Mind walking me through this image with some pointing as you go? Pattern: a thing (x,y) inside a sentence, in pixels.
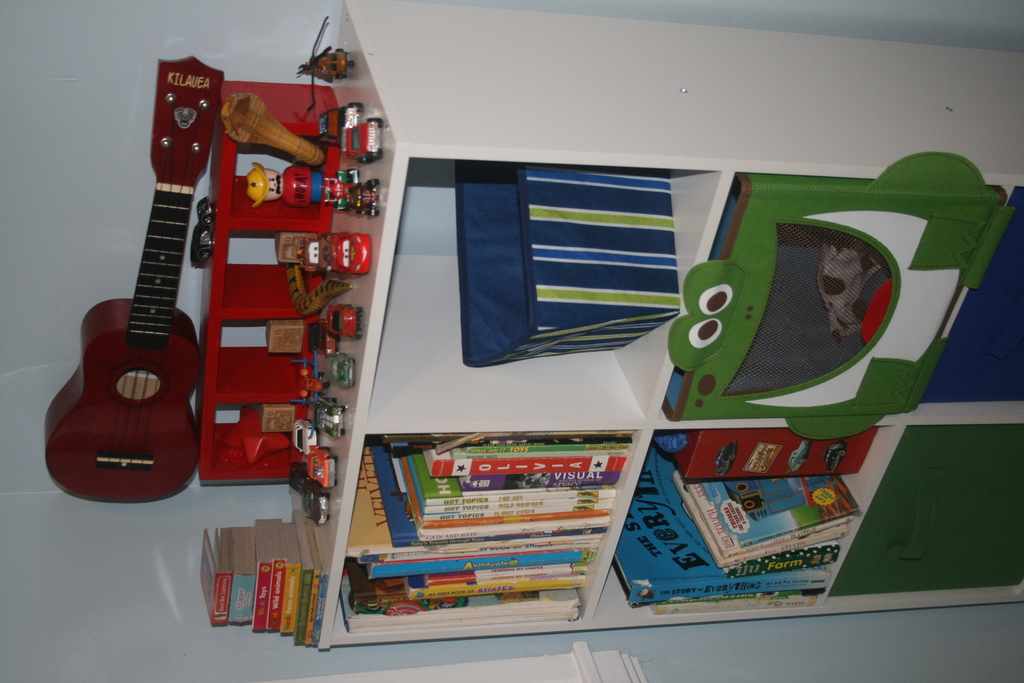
This image is clicked in a room (322,365). There is a cupboard (356,304) and racks (645,413) in it. Books (454,537) are kept in the rack (375,171). At the top (372,205), there are cars (351,199), guitar (182,147) and books (303,525). In the background (278,491), there is a wall (262,514).
